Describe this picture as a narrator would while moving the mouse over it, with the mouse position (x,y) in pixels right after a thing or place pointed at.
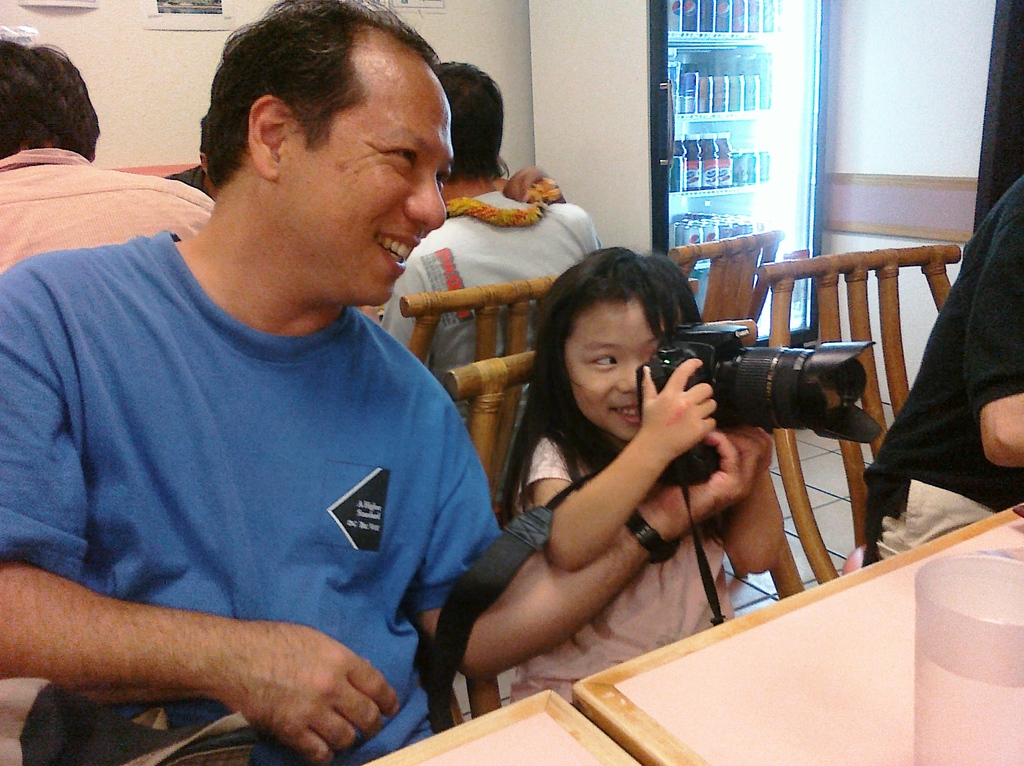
3 people (301,550) are sitting on the wooden chairs (510,511). the person (367,578) at the left (199,553) is wearing a blue t shirt (176,416). the person (670,616) right to him is holding a camera (712,386) in her hand (686,416). right to her a person (954,332) is sitting wearing a black t shirt (967,309). in front of them there is a glass (933,635) on the table (803,658). behind them there are other people (447,275) sitting. at the back (494,60) there is a white wall (197,42). at the right corner (684,102) there is a white refrigerator (687,200) inside which there are bottles (692,150) and tins (760,168).
